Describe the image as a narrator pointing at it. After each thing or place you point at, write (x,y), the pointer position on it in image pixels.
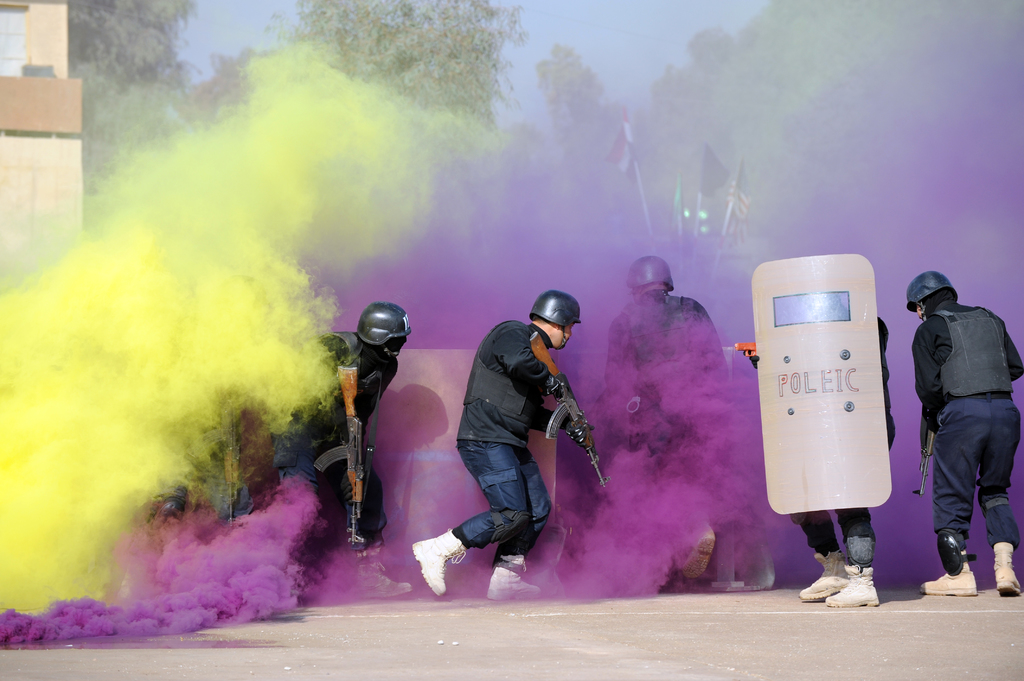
In this image there are people (362,412) holding guns (229,500) and sheets (775,443) standing on a road (851,645) and there are colors, in the background (640,171) there are trees (311,3), flags (640,171), buildings (34,90) and the sky (536,34).
